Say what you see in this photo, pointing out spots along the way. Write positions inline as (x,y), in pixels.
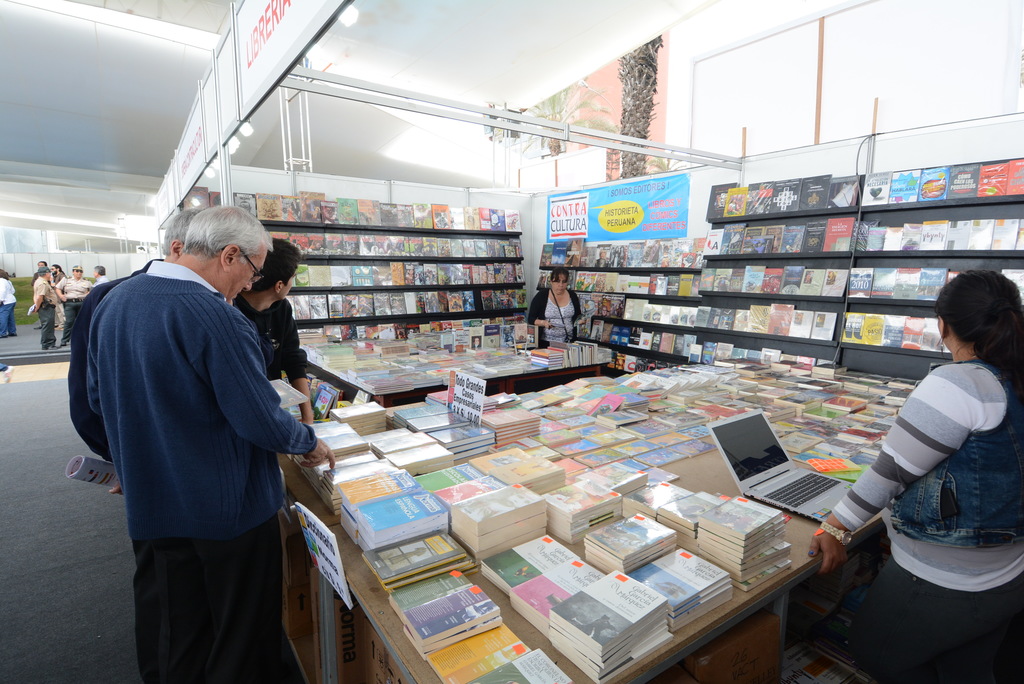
In this image we can see the book stall (690,423). We can also see the people (554,290) standing on the floor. We can see the racks (602,320) with full of books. We can also see the banner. Image also consists of the text boards (461,409), books (354,523) and also a laptop (735,468). We can also see the palm trees (623,91), grass (25,316), window (848,63) and also the ceiling (498,10).
